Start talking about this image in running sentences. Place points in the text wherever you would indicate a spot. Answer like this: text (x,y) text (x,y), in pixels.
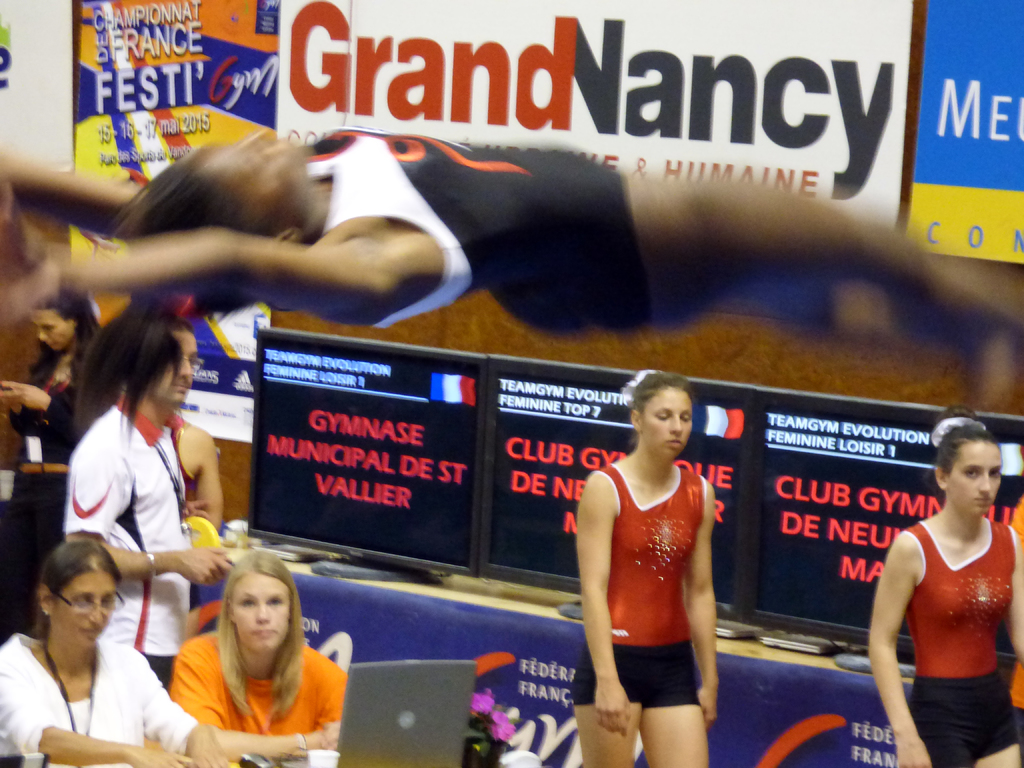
In this picture we can see some people (179,439) standing, at the left bottom (265,678) there are two women (229,678) sitting in front of a table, there is a laptop (402,728) on the table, on the right side (805,490) we can see three monitors (839,516), in the background (876,119) there are hoardings (676,95).
